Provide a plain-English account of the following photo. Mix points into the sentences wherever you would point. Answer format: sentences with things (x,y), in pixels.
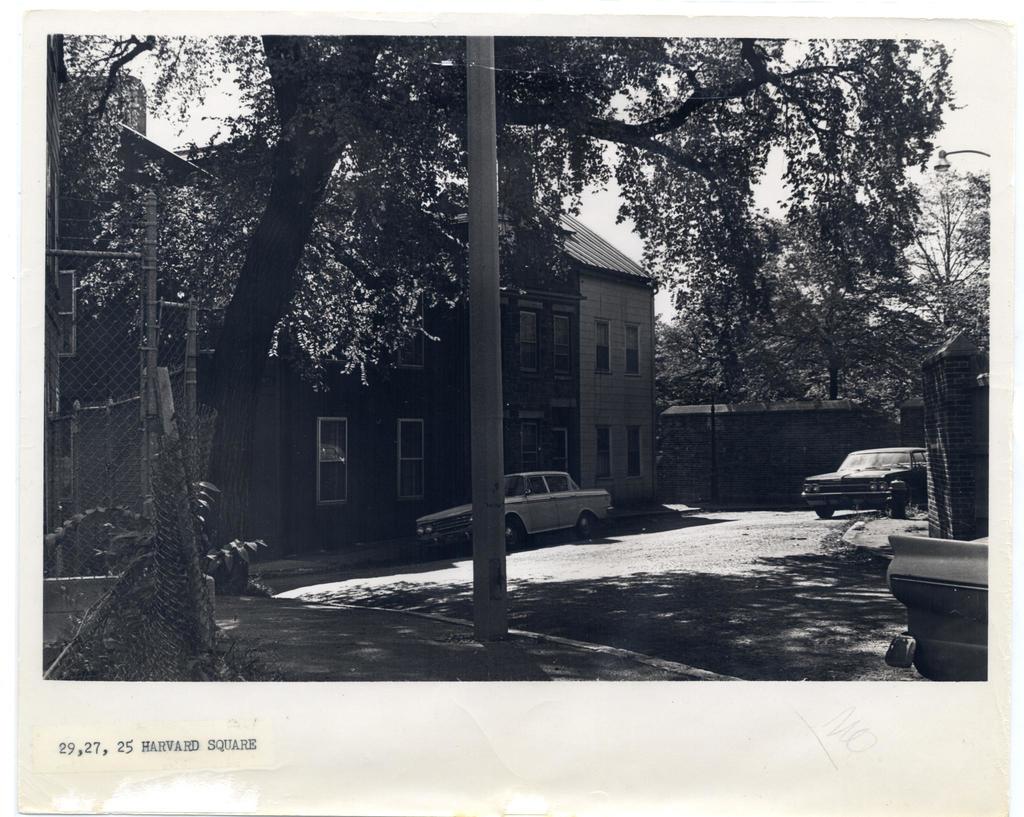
This image consists of a image. In which, there are three cars (458,543) and a building (549,385). On the left (88,414), there is a fencing (109,420). In the front (324,37) we can see many trees (240,316) and a pole (477,412). At the bottom (751,627), there is a ground (758,627). At the top (960,58), there is a sky (946,47).
